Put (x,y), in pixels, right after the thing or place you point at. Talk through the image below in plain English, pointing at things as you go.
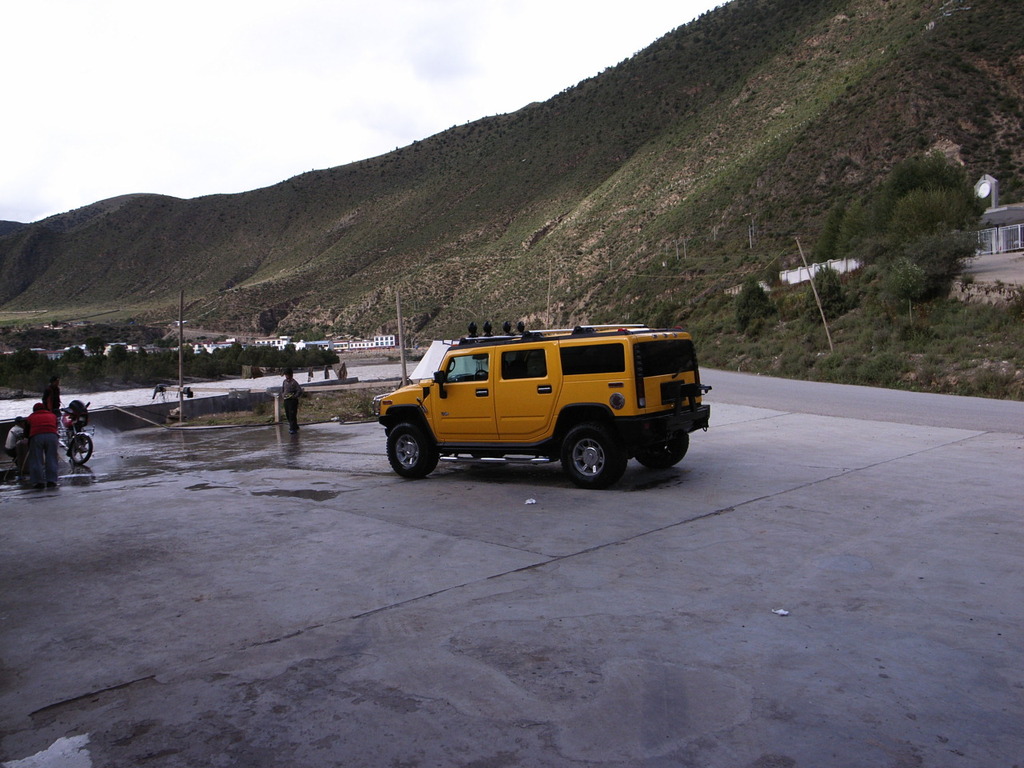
This picture shows trees (912,236) and we see a hill (237,210) and a car (505,451) parked and we see a motorcycle (63,418) and few of them (55,404) are standing and we see a cloudy sky (308,48), Car (482,461) is yellow in color and we see a house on the side.
